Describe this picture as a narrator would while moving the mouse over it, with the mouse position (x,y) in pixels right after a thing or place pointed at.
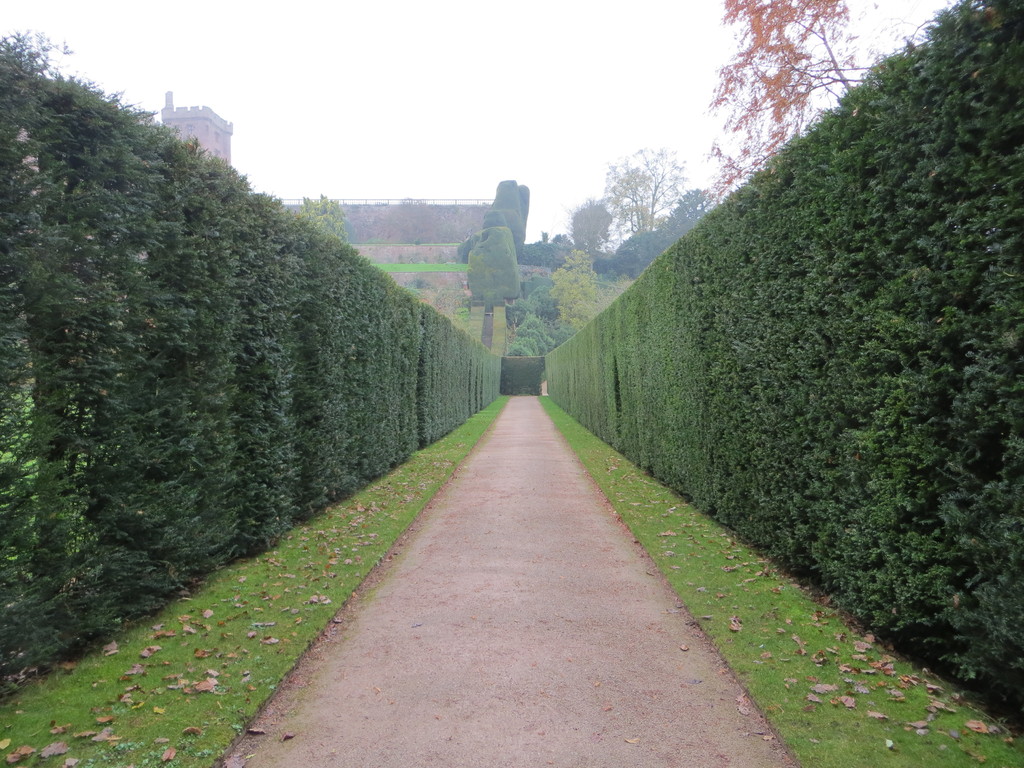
In this image I see the bushes (419,353), grass (944,740) on which there are dry leaves (858,642) and I see the path (567,455). In the background (565,298) I see the trees (509,218), a fort (413,235) over here and I see the sky (478,121).
